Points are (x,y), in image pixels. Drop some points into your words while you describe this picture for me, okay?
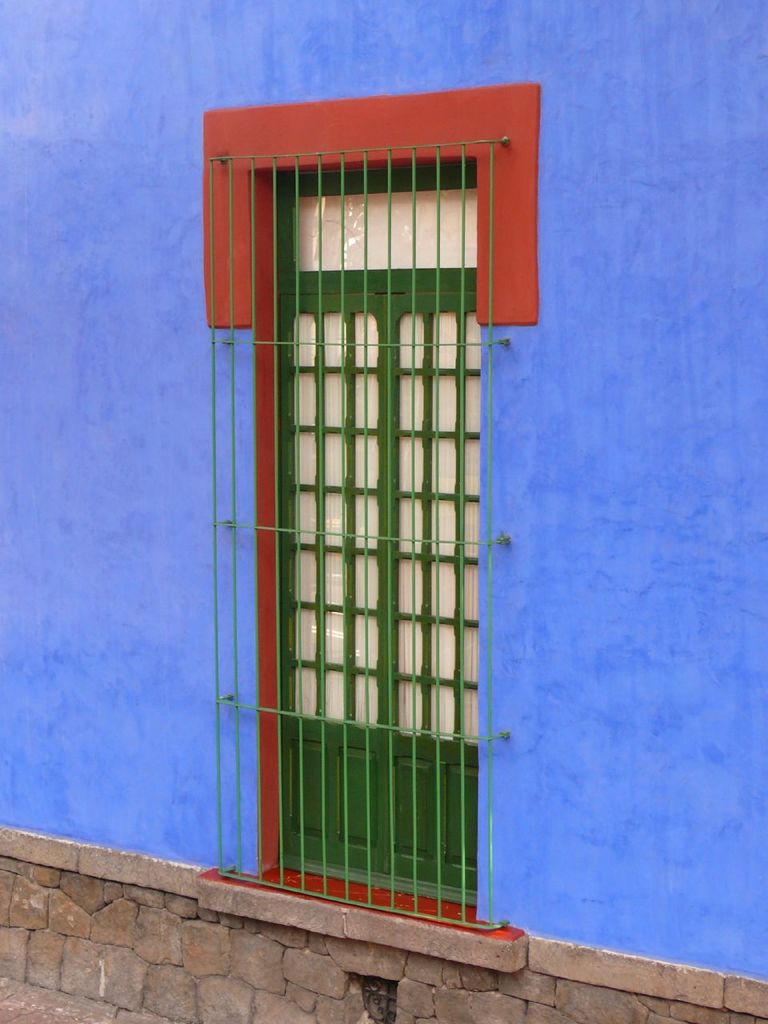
In the center of the image (402,586) there is a door (446,330). In the background of the image (610,72) there is a wall (98,687).
